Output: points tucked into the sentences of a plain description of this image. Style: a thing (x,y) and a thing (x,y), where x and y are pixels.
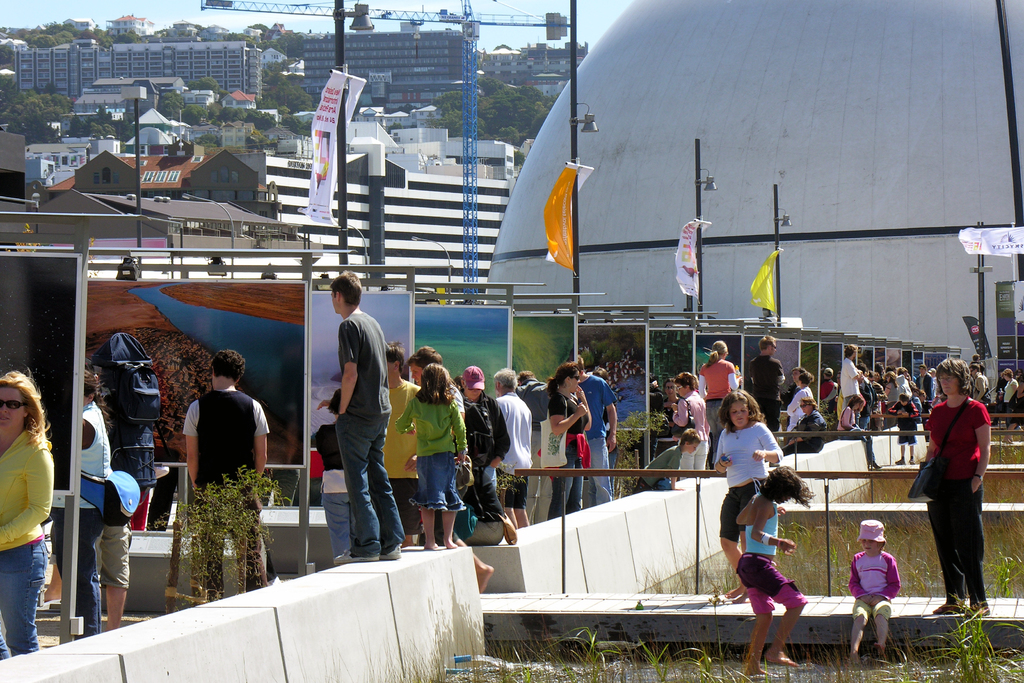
The picture is taken outside a city may be in a painting exhibition. In the foreground of the picture (646,408) there are people (783,634), railing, wall (571,570), paintings (296,412), banners (331,120), poles (698,250), street lights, grass (894,662) and other objects (495,635). In the background (323,87) there are buildings (360,135), trees (453,128) and some machinery (433,17).
